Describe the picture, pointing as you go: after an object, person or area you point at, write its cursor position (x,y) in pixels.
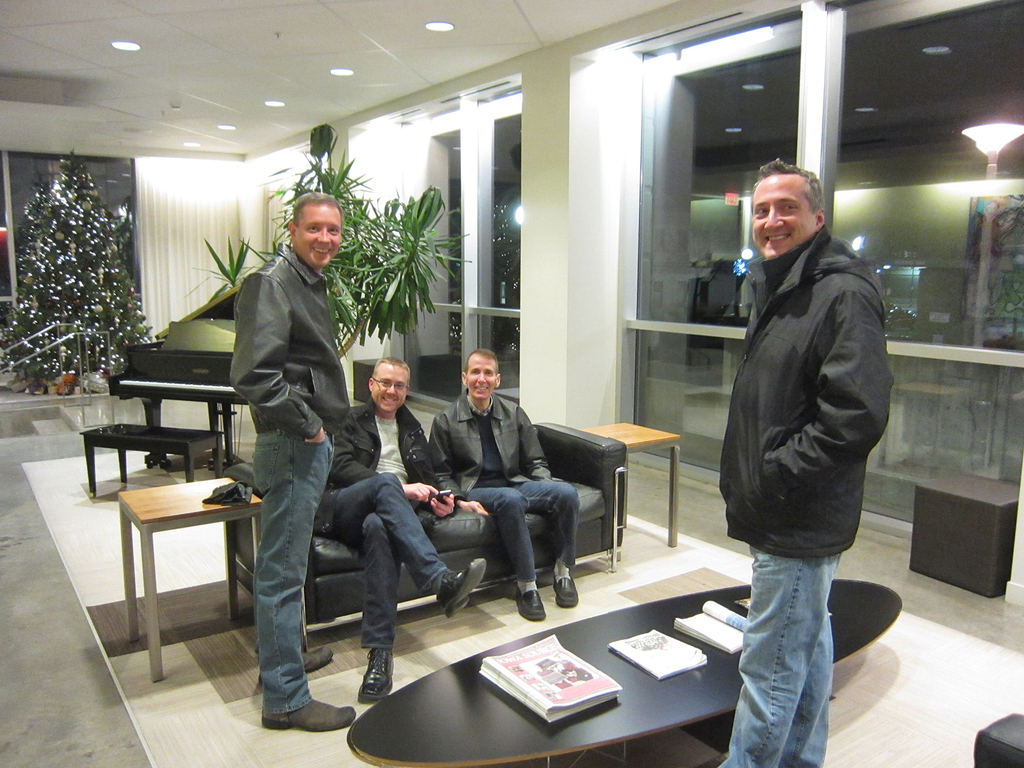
The picture is clicked inside a house (17,478) where two people (352,492) are sitting on a black sofa (569,456) and two people (730,418) are standing. On the either side of the image we find glass windows (738,133) and a piano table (223,364). There is also a christmas tree (110,295) in the background (84,252).
